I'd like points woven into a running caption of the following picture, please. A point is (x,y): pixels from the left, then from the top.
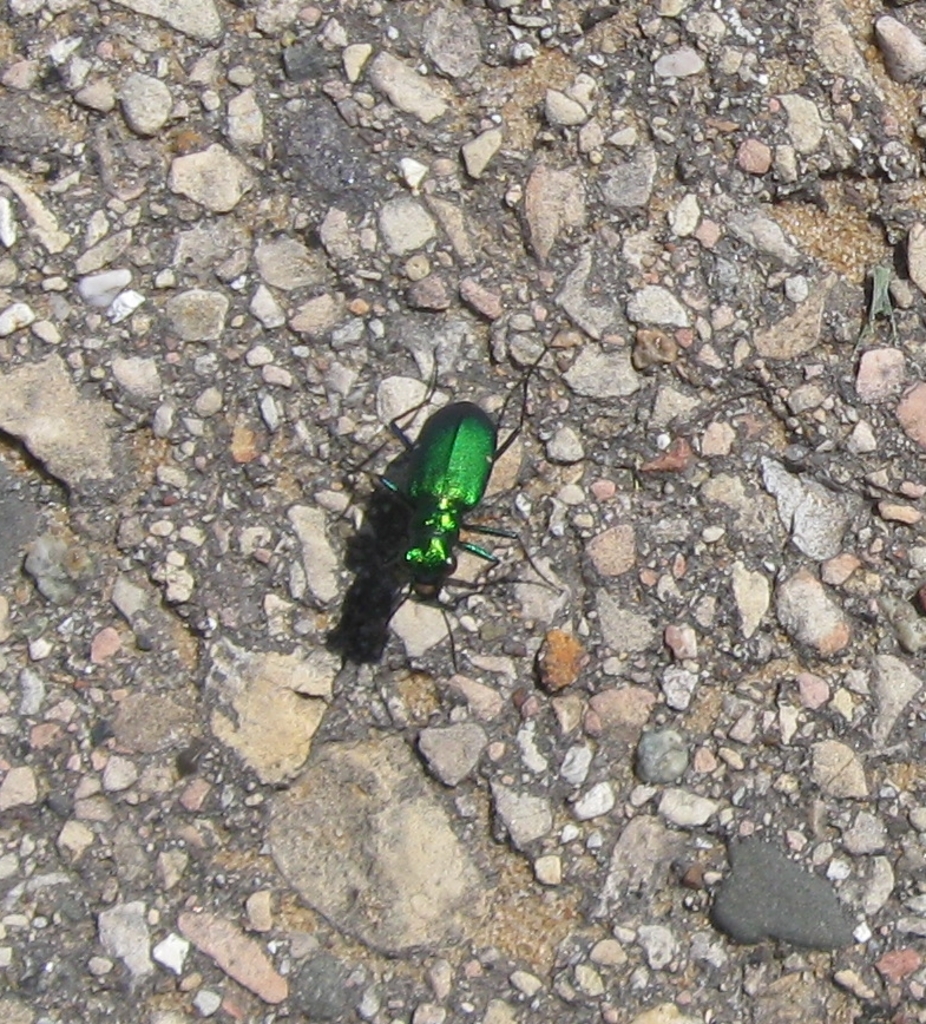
There is one insect (413,490) present on the ground (258,382) as we can see in the middle of this image (457,614). We can see the small stones (432,176) present in the ground (610,206).
